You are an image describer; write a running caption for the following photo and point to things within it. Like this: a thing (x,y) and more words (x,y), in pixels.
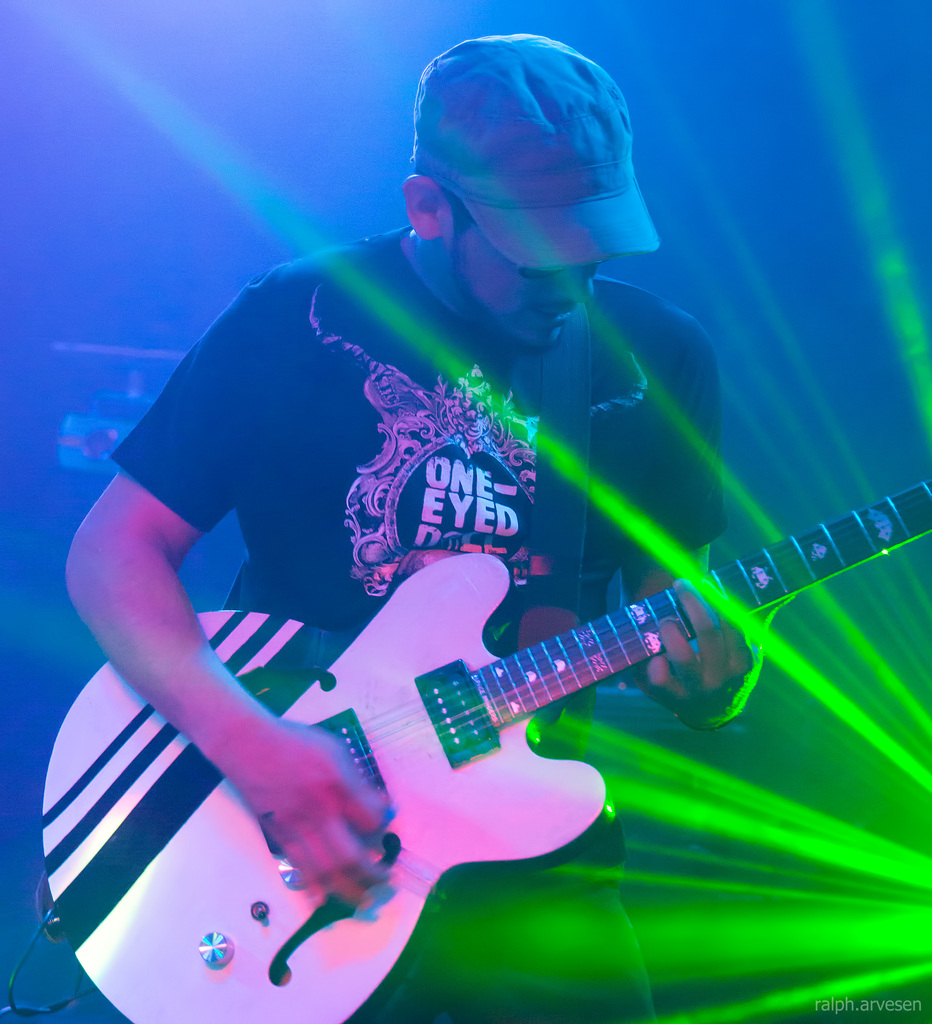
In the middle (483,665) a man (658,414) is standing and holding a guitar (552,644) he wore a cap (604,142), t-shirt (332,430).
